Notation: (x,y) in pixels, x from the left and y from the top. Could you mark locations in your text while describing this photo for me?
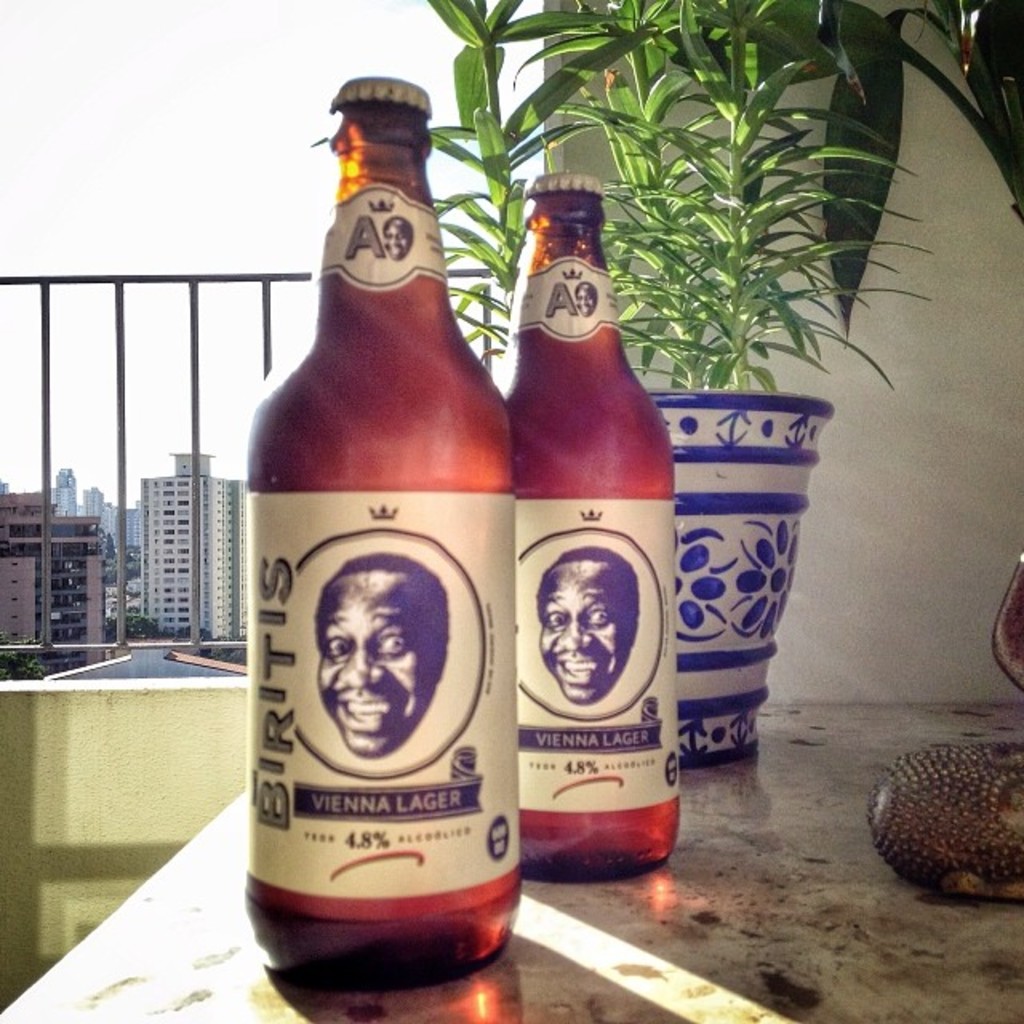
This image is taken outdoors. At the top of the image (153,122) there is the sky (186,118). In the background (143,562) there are many buildings (94,584). There are a few trees (33,656). There is a railing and there is a wall (795,372). At the bottom of the image (222,986) there is a table (162,869). In the middle of the image (425,395) there are two bottles (400,676) on the table (607,886). There is a plant (712,359) in the pot (716,586). On the right side of the image (996,83) there is a plant (834,51) with leaves (708,36) and stems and there is an object (952,806) on the table (971,909).
